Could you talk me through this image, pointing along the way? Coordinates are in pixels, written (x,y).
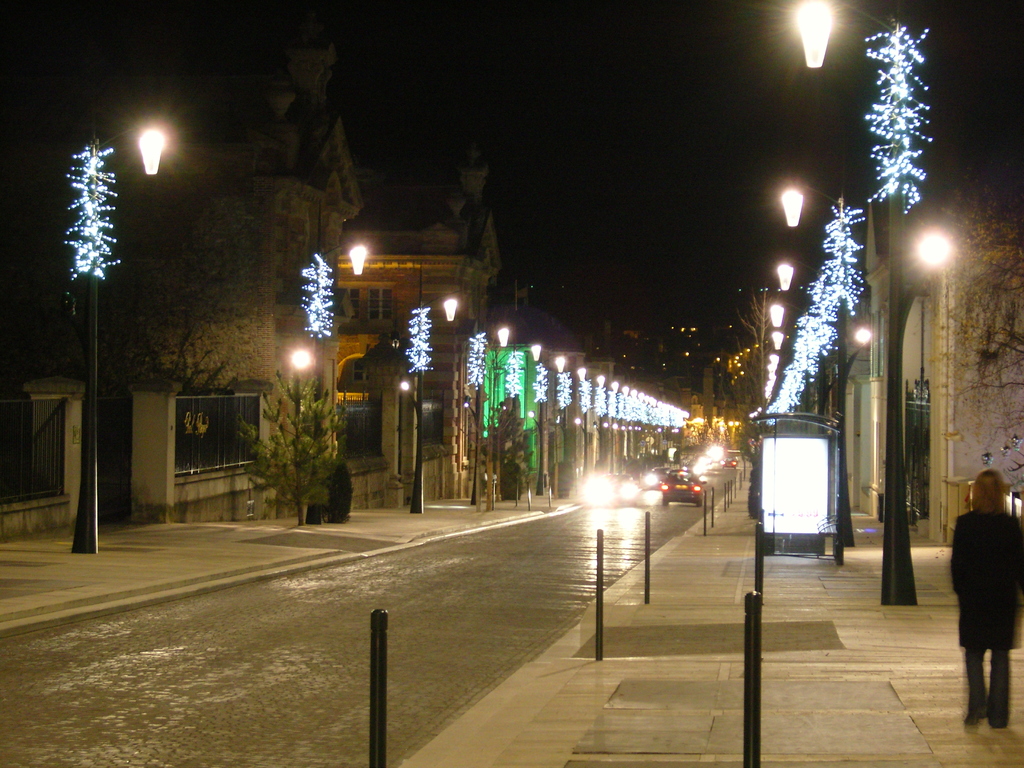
In this picture we can see vehicles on the road (363,644), here we can see a person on the footpath (609,756), lights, trees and in the background (598,252) we can see it is dark.
